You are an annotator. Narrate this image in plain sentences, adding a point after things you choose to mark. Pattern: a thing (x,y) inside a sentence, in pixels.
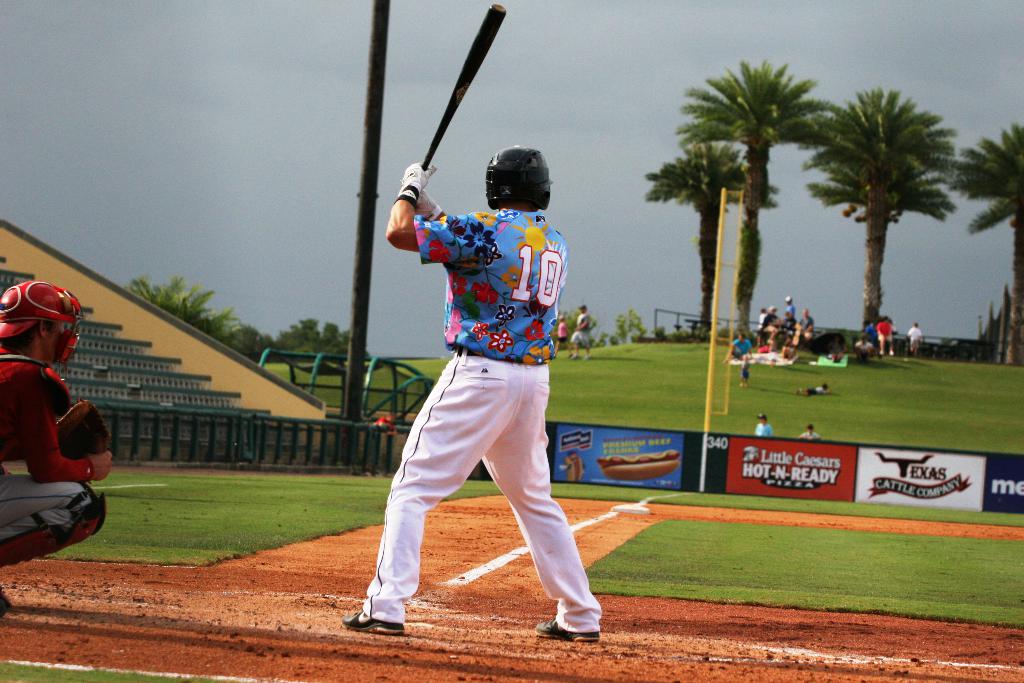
In the picture we can see a grass surface (561,388) on the hill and near it, we can see a muddy path (351,660) with green grass patches (372,486) and a person (394,505) standing on the path (428,640) and holding a baseball stick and he is wearing a glove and helmet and on the grass surface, we can see some people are sitting and some are standing near them we can see trees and behind it we can see a sky (450,39).
